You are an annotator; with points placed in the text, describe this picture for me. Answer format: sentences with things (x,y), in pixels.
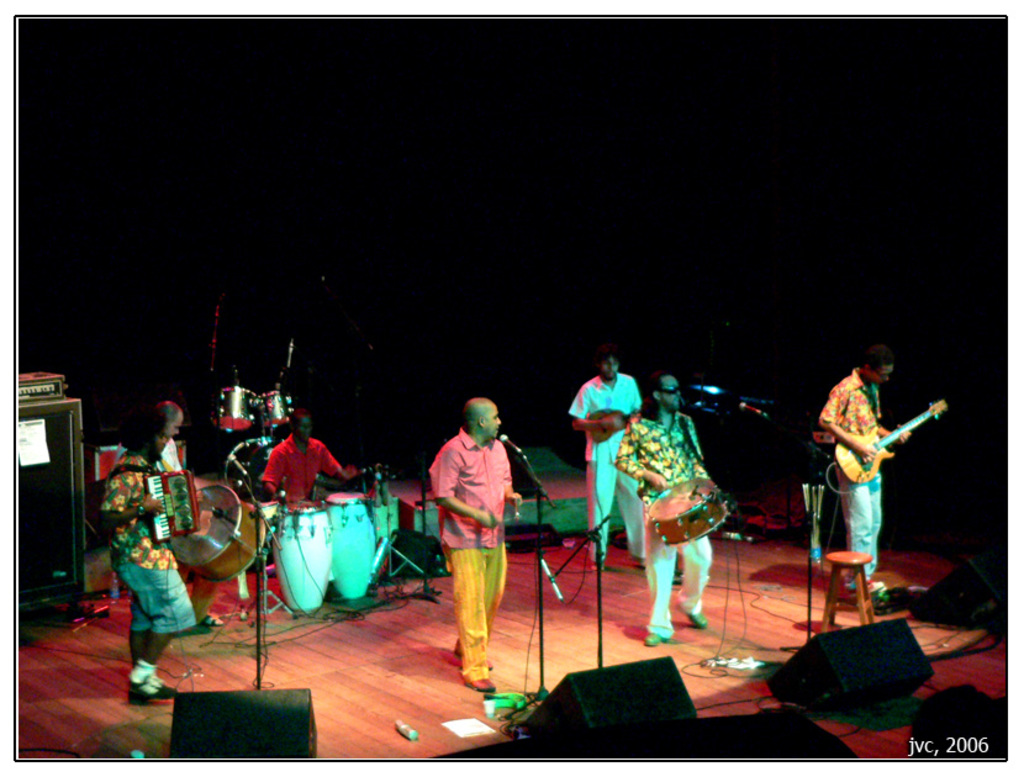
In this image, we can see a group of people (589,406) playing musical instruments (176,475) on the dark background. There is a person (509,494) in the middle of the image (466,513) standing in front of the mic (538,486). There are speakers (287,744) at the bottom of the image (268,740). There is stool (862,587) in the bottom right of the image (829,573). There is an another speaker (68,497) on the left side of the image (57,413).
